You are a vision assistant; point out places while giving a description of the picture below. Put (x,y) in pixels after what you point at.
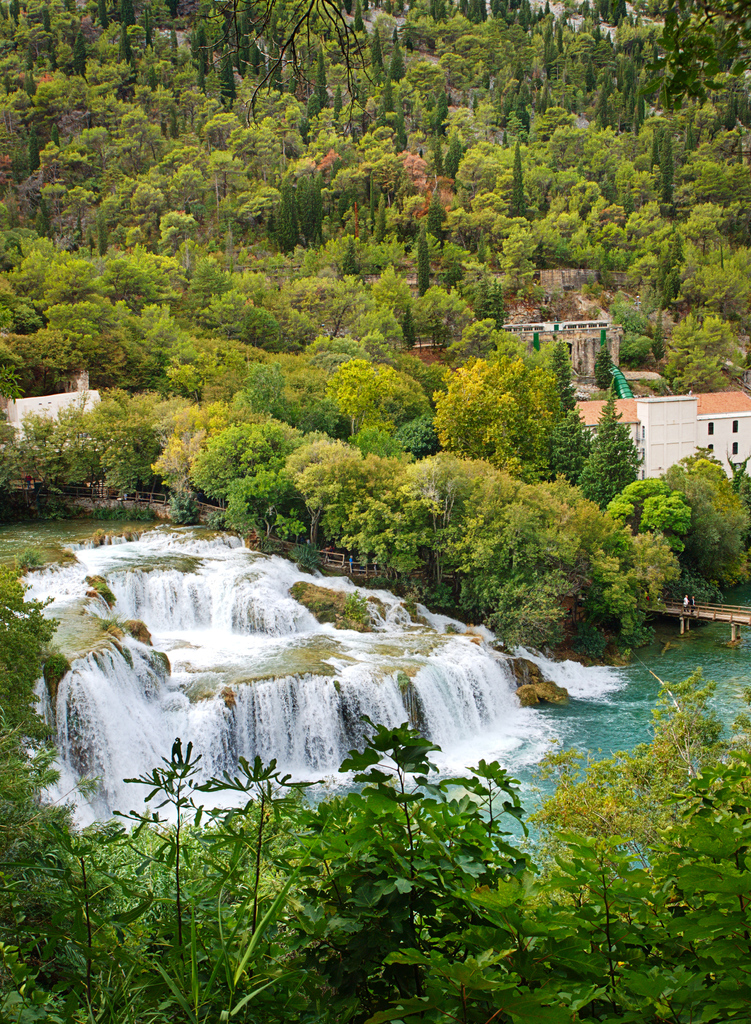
In this picture I can see trees (353,270), buildings (583,356) and I can see water (199,679) flowing and I can see a bridge (678,607) and looks like couple of them (687,604) standing on it.
